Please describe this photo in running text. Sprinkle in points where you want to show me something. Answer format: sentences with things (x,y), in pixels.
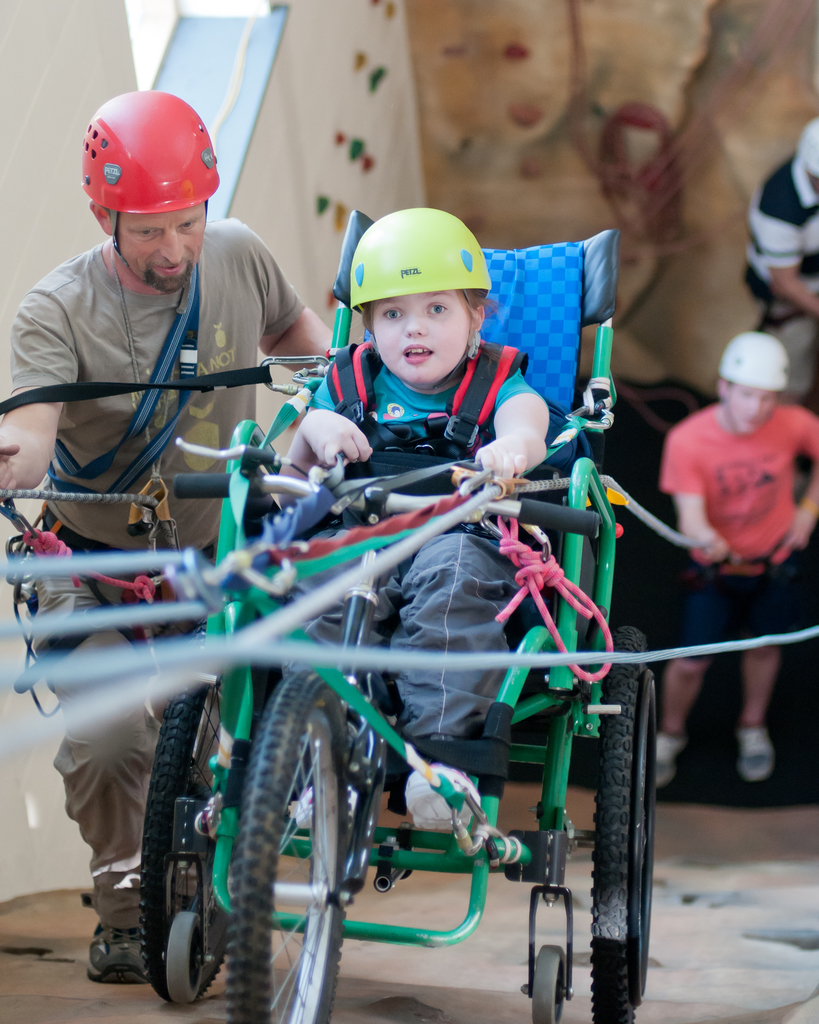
In this image we can see a child (527,464) sitting in a vehicle (532,379). We can also see some people (762,681) standing. In that two men (697,635) are holding the ropes (266,654). We can also see a wall (460,150).
